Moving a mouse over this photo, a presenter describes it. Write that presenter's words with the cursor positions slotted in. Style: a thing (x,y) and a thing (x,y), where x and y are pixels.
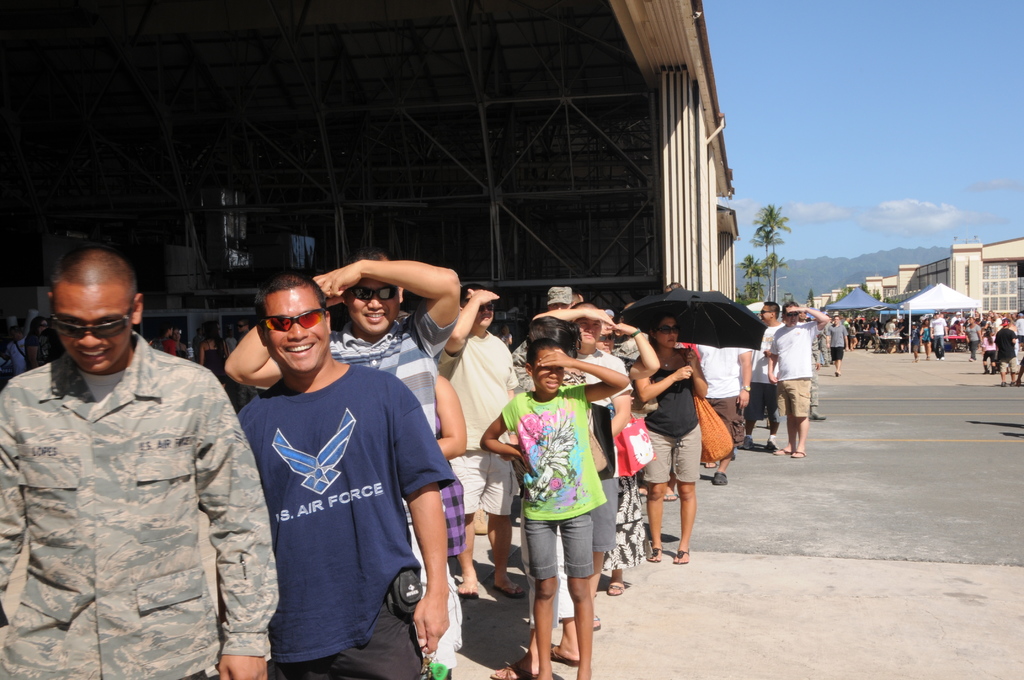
This picture is taken from outside of the city. In this image, on the left side (103,296), we can see a group of people (386,657). In the middle of the image (678,410), we can see a woman (684,388) wearing a handbag (710,414) and standing under the umbrella (699,326). On the right side (1006,317), we can see a group of people (1010,330), tents (916,295). In the background (455,236), we can see a building (567,258), pillars (716,287), mountains (827,270), trees (745,270). At the top (862,106), we can see a sky (869,6), at the bottom (872,553), we can see a road (889,516).
